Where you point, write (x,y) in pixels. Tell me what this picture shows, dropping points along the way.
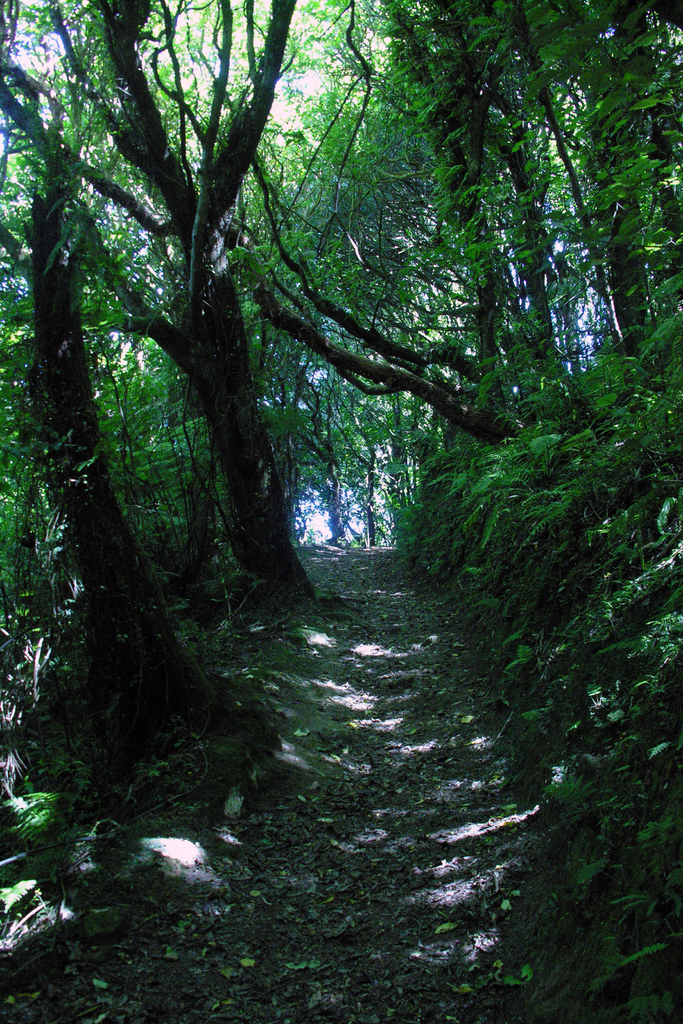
In the image we can see there are dry leaves (418,749) on the ground (389,915) and there are lot of trees (343,428).
